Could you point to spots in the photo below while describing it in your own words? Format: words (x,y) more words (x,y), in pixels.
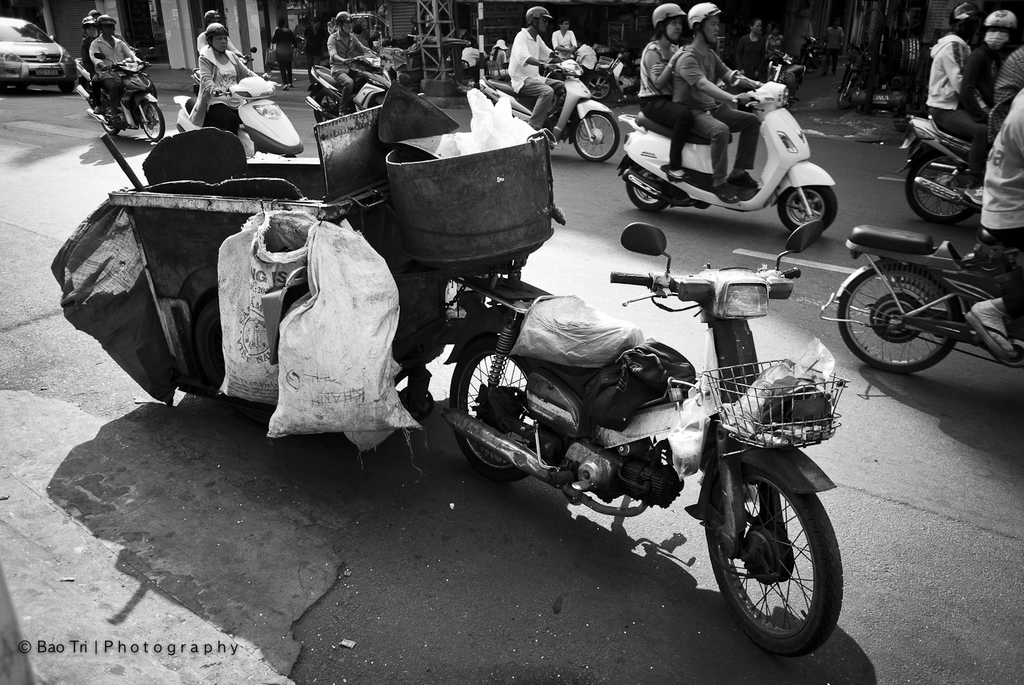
In the foreground of the picture (528,261) I can see a motorcycle (503,352) on the road (597,260) and there is a garbage container (412,299) attached to the motorcycle (490,278). In the background (528,55), I can see a few persons (722,120) riding a motorcycle (911,252) on the road (56,125). There is a car (62,56) on the road (46,112) on the top left side (2,74). In the background (299,45), I can see a few persons (288,53) walking on the side of the road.
